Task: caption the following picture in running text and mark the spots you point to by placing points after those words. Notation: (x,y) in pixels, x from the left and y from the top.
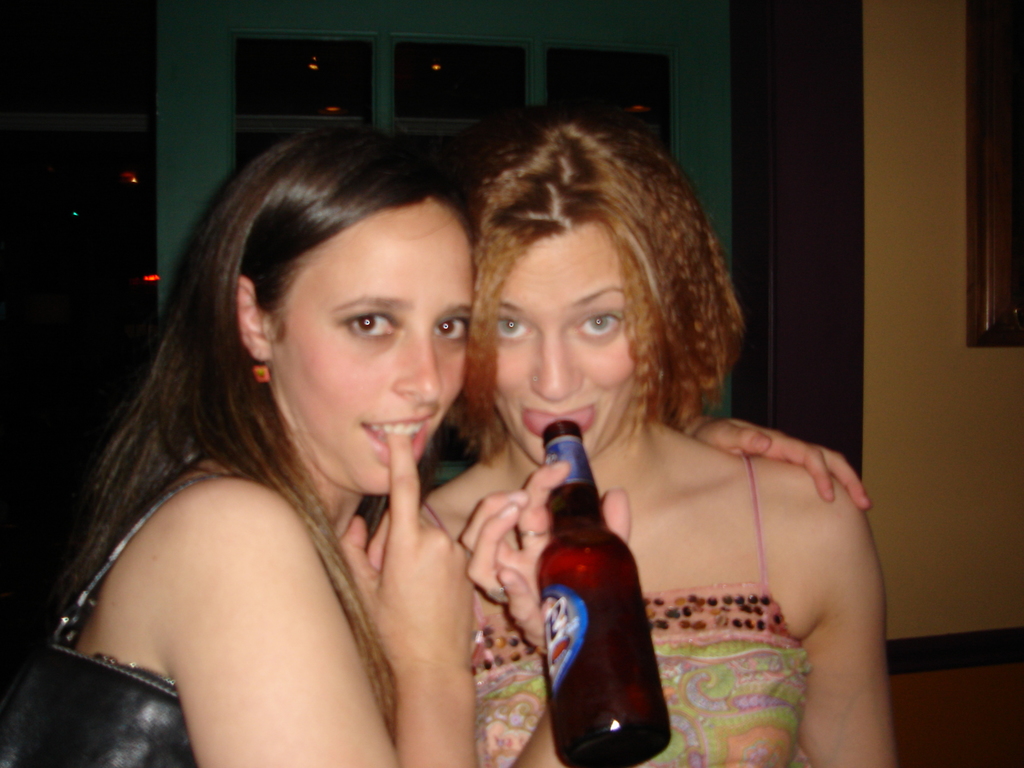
In this picture we can see two women (744,554) standing and holding a pretty smile on their faces (363,415). Here we can see a woman (594,463) is holding a bottle (596,532) near to her mouth (583,428). On the background (894,173) we can see a wall (895,250) in yellow colour and a door (361,118).
